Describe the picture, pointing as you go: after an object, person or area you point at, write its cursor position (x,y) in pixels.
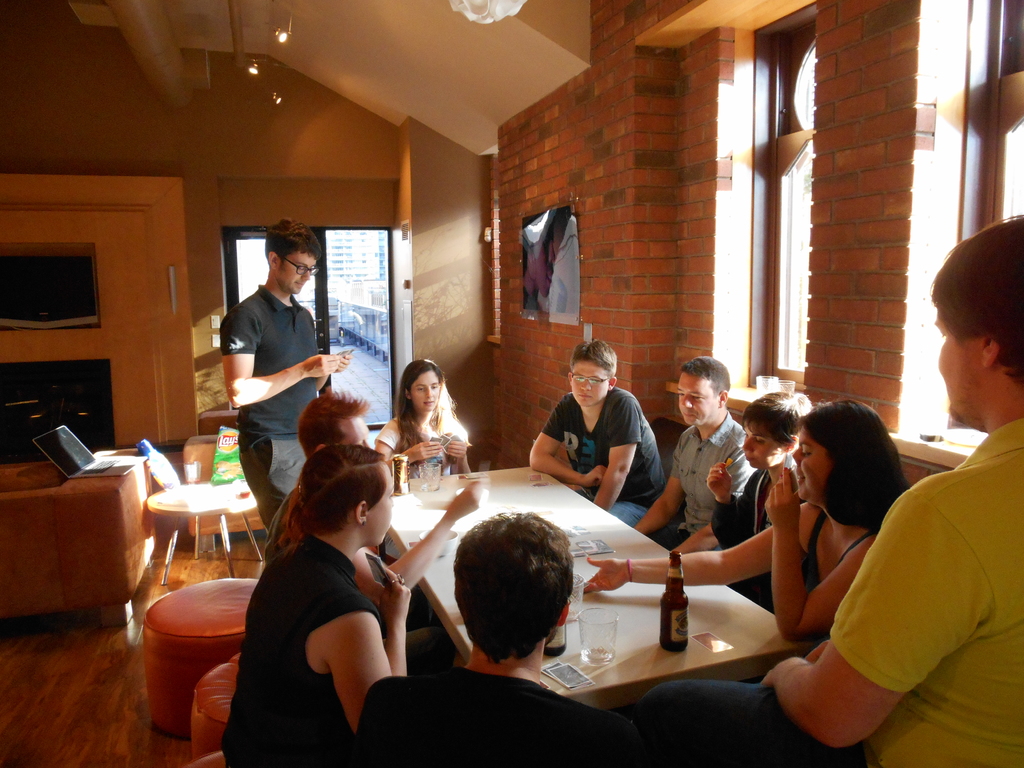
In this image we can see a group of people (356,735) who are sitting at a table (625,616) and they are playing cards (716,640). This is a table (645,618) where a beer bottle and glasses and cards (577,529) are kept on it. Here we can see a laptop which is placed on this sofa (66,528). Here we can see a window (800,262) and this is a glass door (355,301).
